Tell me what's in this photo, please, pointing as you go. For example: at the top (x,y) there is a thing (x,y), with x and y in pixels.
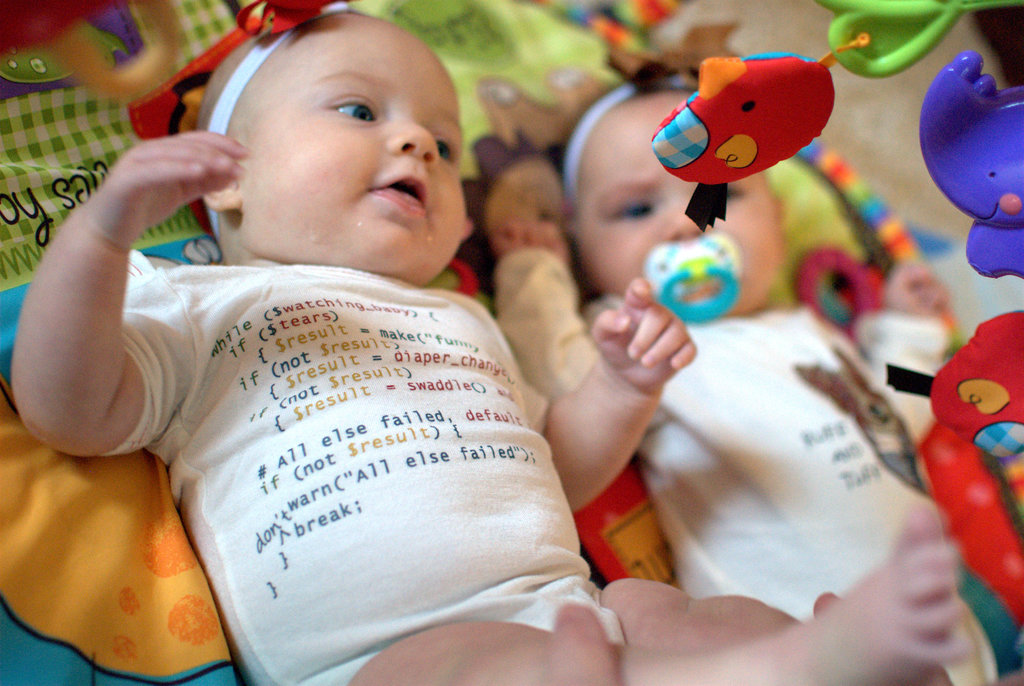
In this image I can see two babies (379,466) wearing white colored dresses (439,465) are lying on the mat (64,542) which is orange, blue and green in color. I can see few toys (738,109) which are red, blue, green and white in color.
